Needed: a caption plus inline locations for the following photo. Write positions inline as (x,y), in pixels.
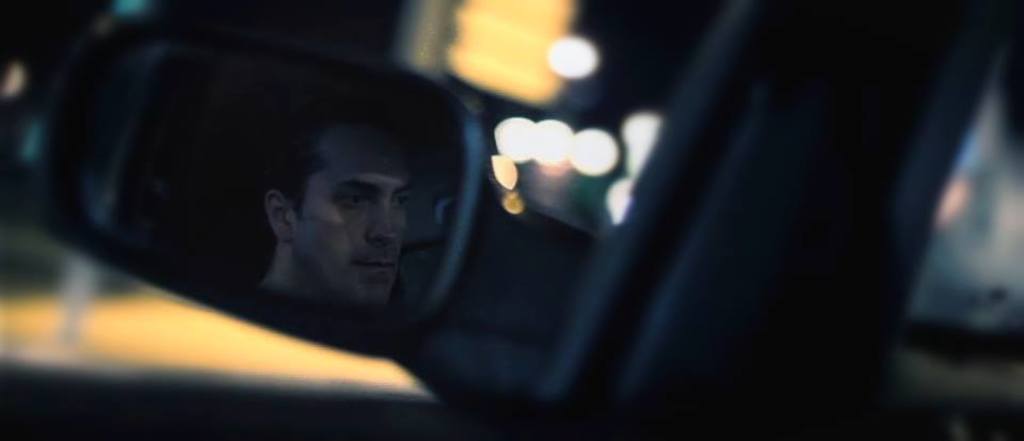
In this picture there is a reflection (408,306) of the man (378,308) in the car side view mirror (366,266). Behind there is a blur background (504,77).
